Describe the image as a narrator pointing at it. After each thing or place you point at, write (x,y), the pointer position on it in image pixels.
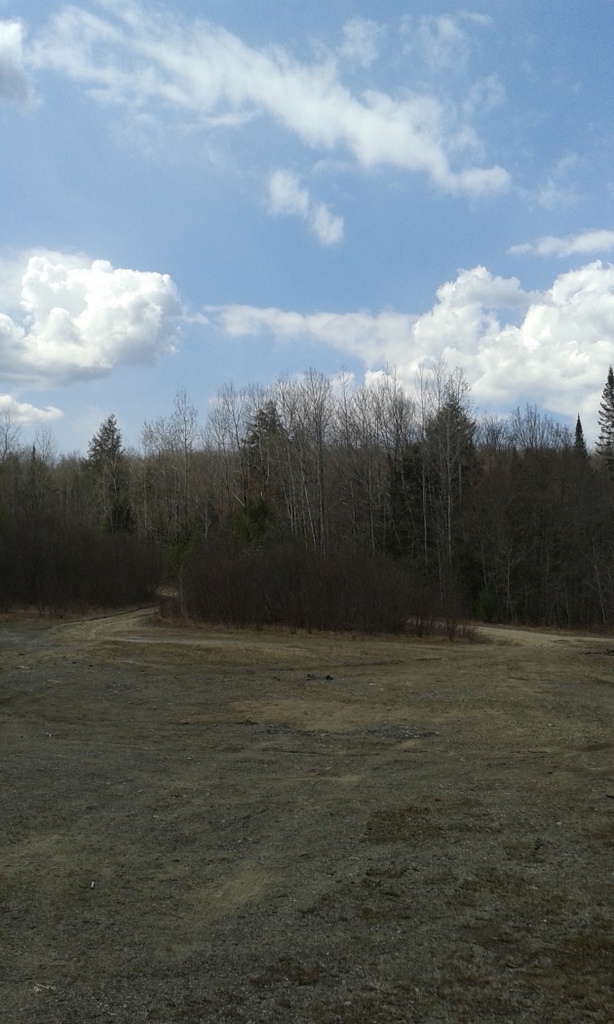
In this image I can see the grass (319,875) and trees (304,593). In the background (335,364) I can see the sky (317,225).
